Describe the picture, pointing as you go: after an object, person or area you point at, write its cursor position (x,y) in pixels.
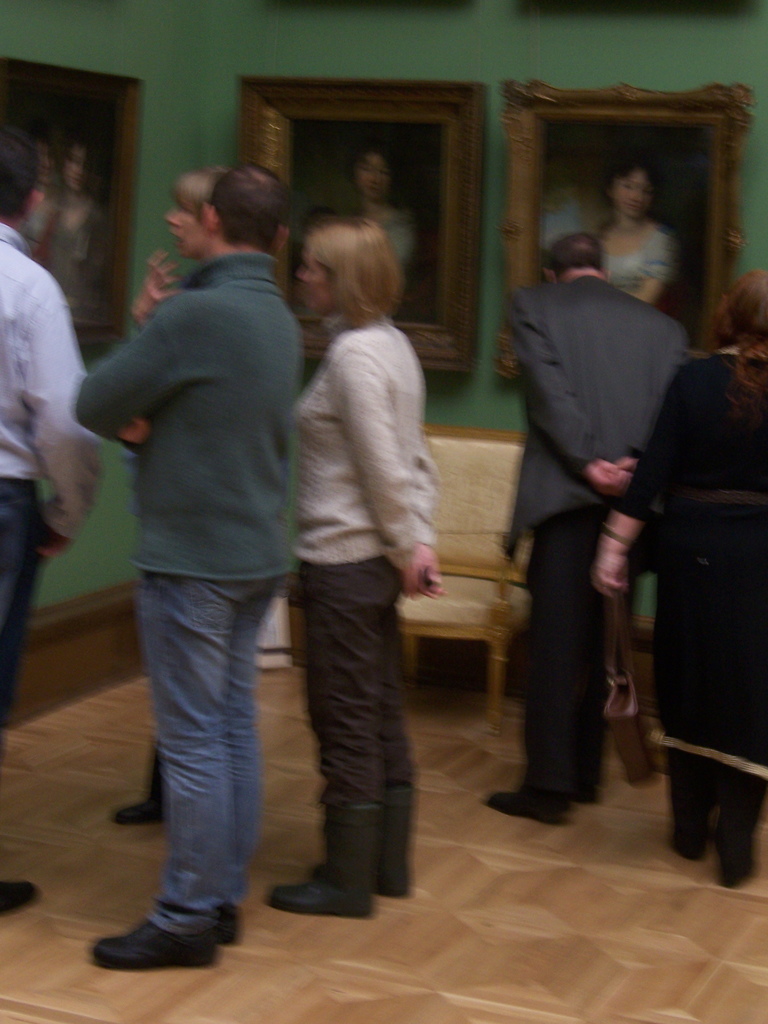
In the picture we can see some group of persons (360,671) standing inside a house (519,964), there is chair (509,584) and there are some photo frames (387,190) attached to the wall (193,153) and the wall (155,46) is green in color.
